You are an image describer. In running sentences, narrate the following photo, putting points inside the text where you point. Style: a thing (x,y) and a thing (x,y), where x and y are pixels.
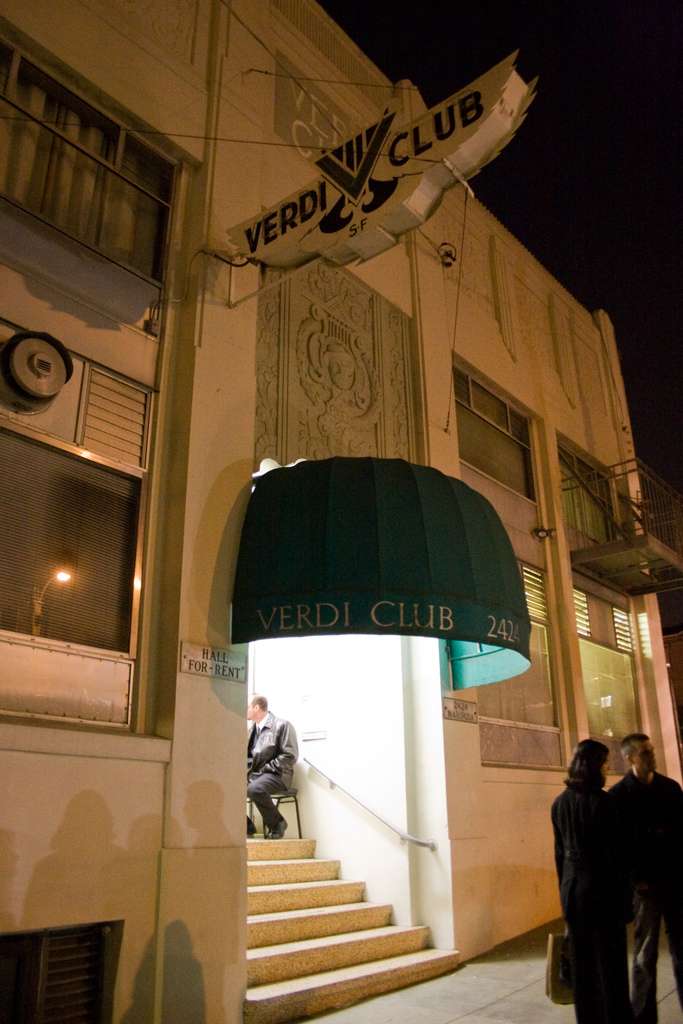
In this image, there are a few people (608,827). We can see a building (224,51) with some objects (373,192) attached to it. We can see the shed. We can see some stairs (305,886), a board (381,195) with some text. We can also see the dark sky (566,17).
